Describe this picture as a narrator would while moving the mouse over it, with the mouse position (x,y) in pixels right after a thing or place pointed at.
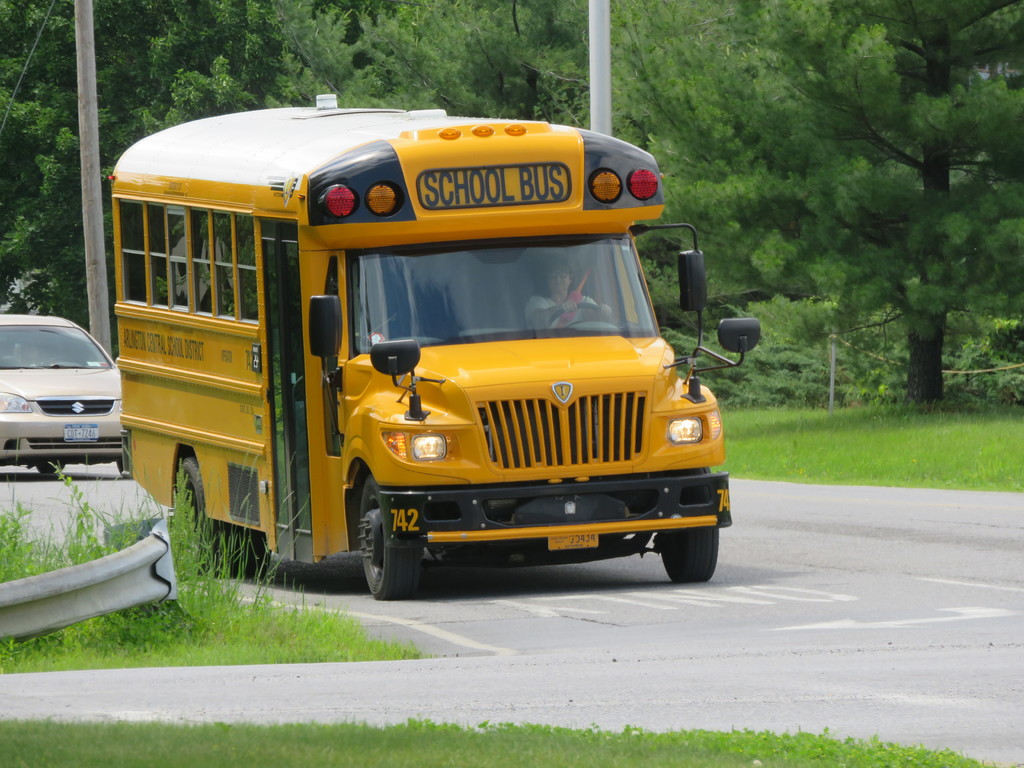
This picture is clicked outside. In the foreground (376,729) we can see the green grass (314,746) and we can see a person (567,304) driving a yellow color bus (399,317) and in the background (88,405) we can see the car (71,419) seems to be running on the road (35,481) and we can see the green grass (828,421), plants (762,374), trees (767,60), poles (89,313) and some other objects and we can see the text (421,192) on the bus (219,301).
